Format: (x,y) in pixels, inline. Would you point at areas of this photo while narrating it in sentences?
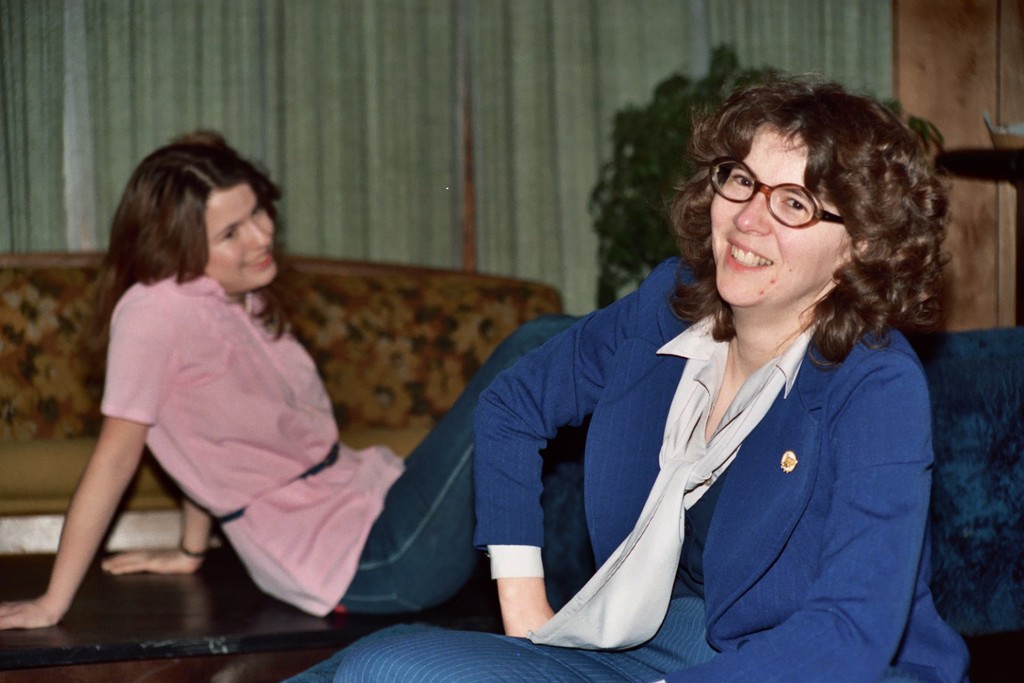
In this image we can see a woman (846,261) wearing spectacles (822,211) and smiling and posing for a photo and behind there is an another woman (237,274) sitting on the surface (497,621) which looks like a table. We can see a couch (464,384) and the curtains (26,125) in the background (71,456) and there are some other objects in the room (563,97).
